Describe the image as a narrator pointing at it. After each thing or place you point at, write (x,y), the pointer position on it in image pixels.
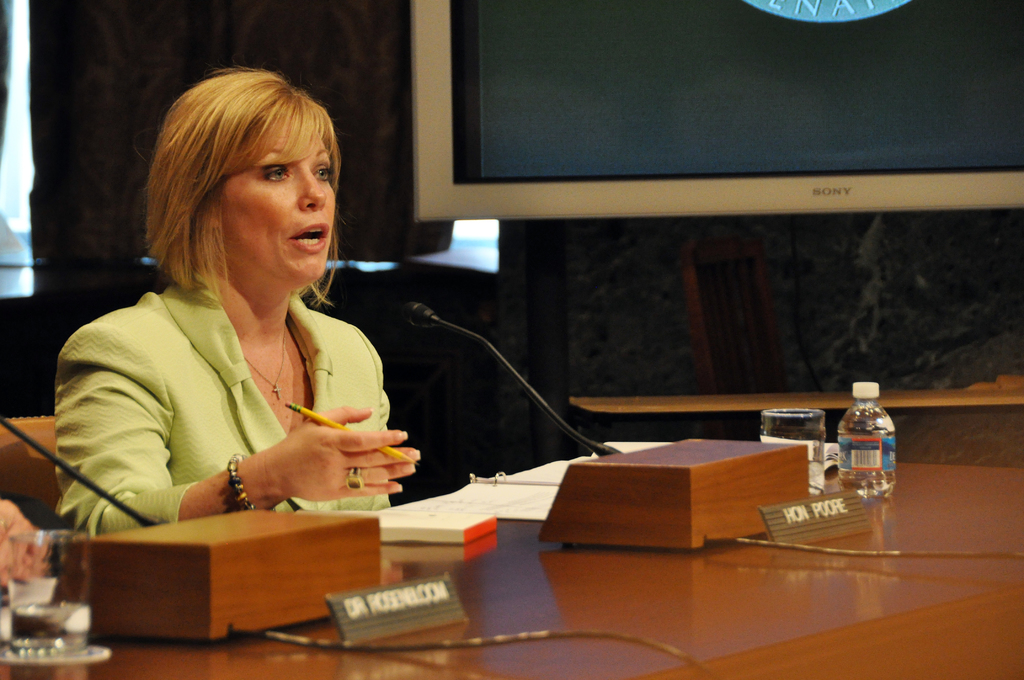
A woman (137,406) is sitting in the chair (49,500) and speaking into microphone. There is a bottle (854,450) and glass (813,460) on this table (827,488).
